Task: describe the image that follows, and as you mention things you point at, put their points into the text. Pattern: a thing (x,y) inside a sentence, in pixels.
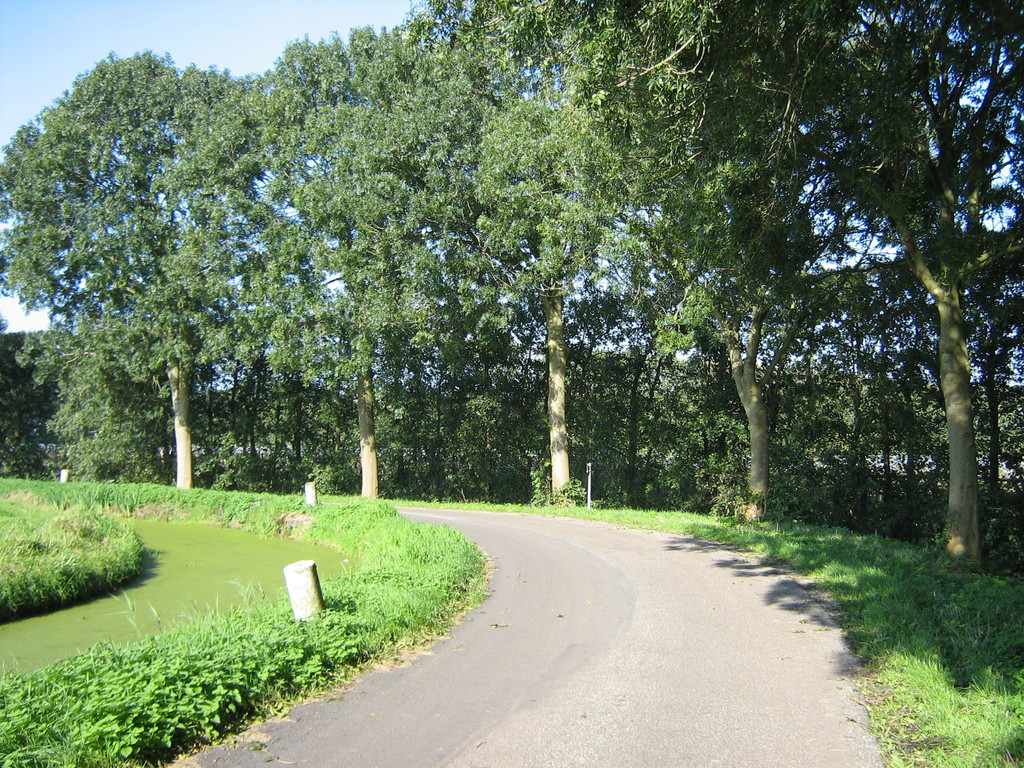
In this image there are small plants (19,738) and green grass (11,527) in the left corner (8,487). There are trees (954,184) and green grass (983,650) in the right corner (941,208). There is a road (573,593) at the bottom (239,752). There are trees (332,357) in the background (330,145). And there is a sky (7,6) at the top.
